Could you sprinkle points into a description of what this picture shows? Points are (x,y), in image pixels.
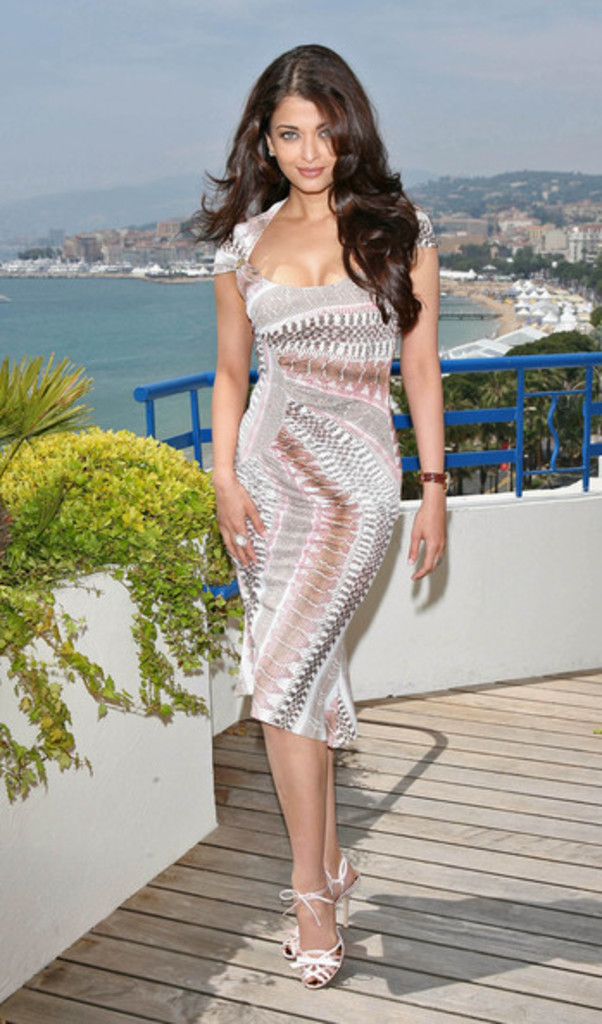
In this image I can see a woman (325,509) standing. On the left side (115,511) I can see the plants (97,488). In the background (134,343), I can see the water (156,318) and the trees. I can also see the buildings (529,222) and clouds (230,67) in the sky (368,53).
